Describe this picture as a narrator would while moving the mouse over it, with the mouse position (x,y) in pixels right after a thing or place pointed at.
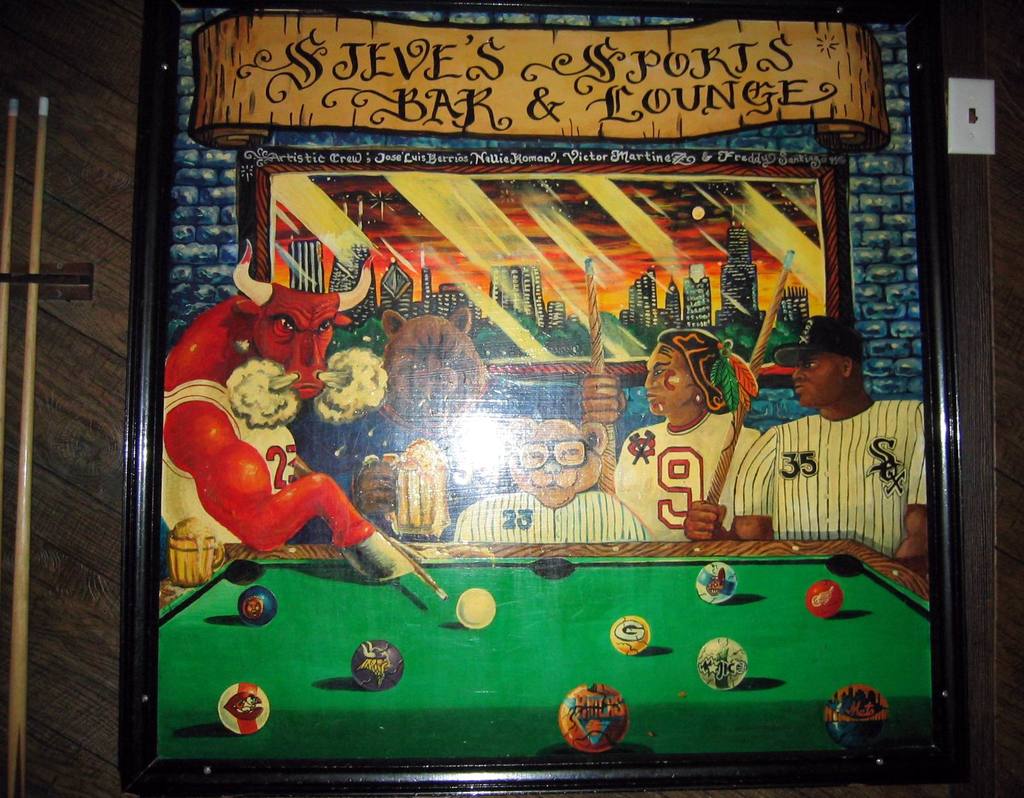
In this picture, there is a frame (321,263). In the frame (386,423), there are cartoons (257,479) playing ball pool. On the ball pool table (499,687), there are different colors of balls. On the top (273,123), there is some text (536,94) and a painting (552,267) of buildings (734,277) and trees (543,334). Towards the left (11,196) there are two sticks (11,196).
